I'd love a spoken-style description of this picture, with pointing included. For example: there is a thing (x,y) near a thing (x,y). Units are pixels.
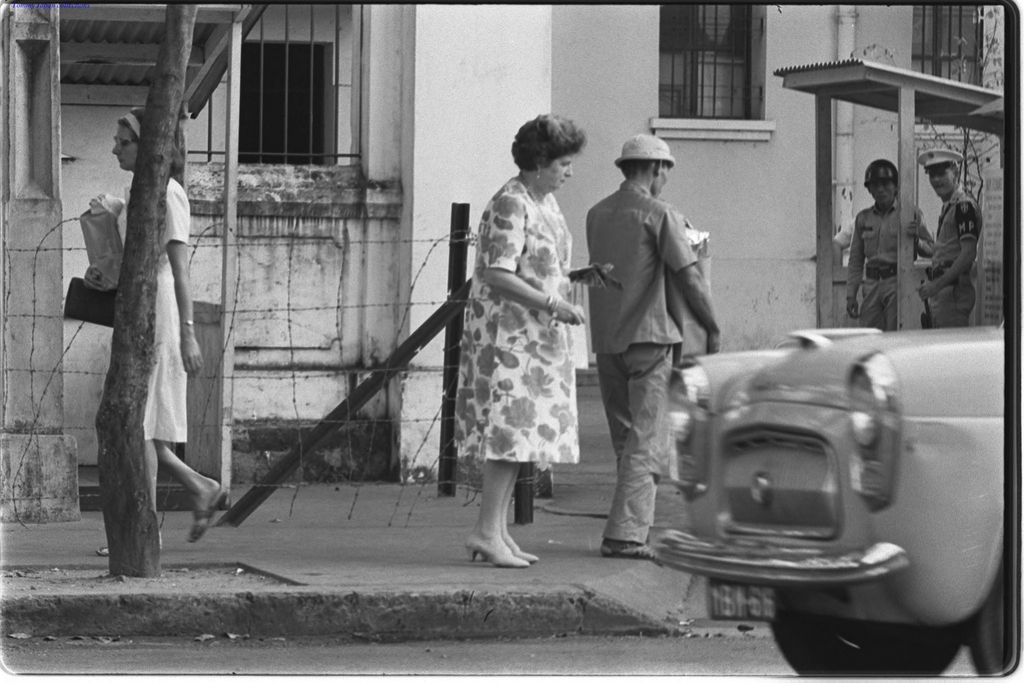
In this picture there are people (539,161) and we can see vehicle (946,596) on the road (671,654), fence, shed (909,279) and tree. In the background of the image (557,42) we can see walls (490,72) and windows (973,37).
